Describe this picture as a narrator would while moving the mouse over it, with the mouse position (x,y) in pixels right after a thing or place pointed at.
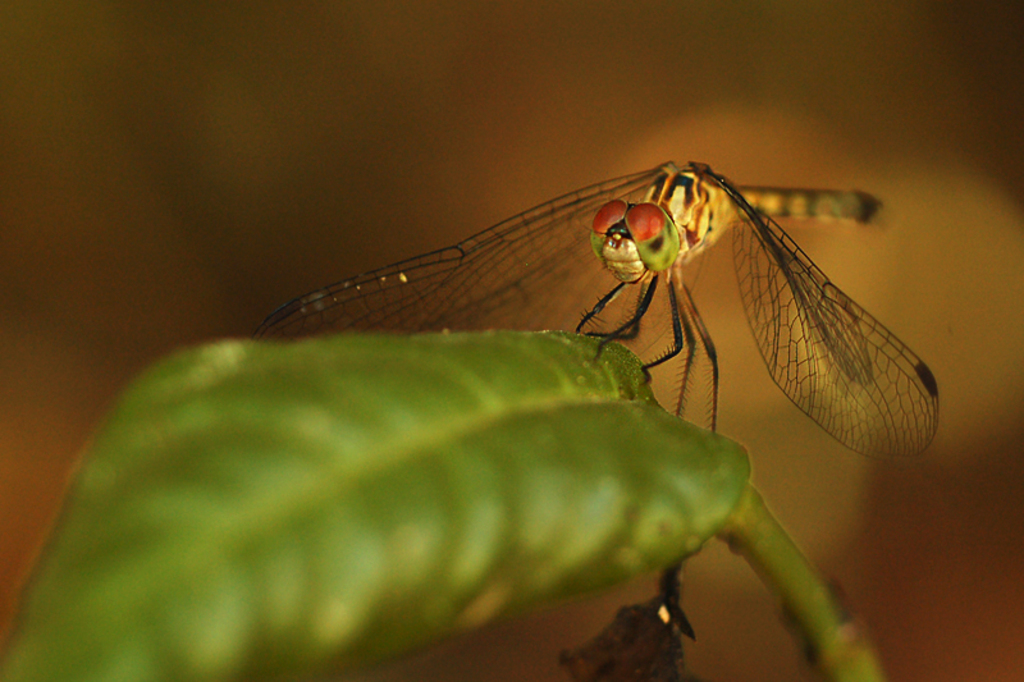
We can see dragonfly (593,268) on green leaf (488,568). In the background (592,85) it is blur.
